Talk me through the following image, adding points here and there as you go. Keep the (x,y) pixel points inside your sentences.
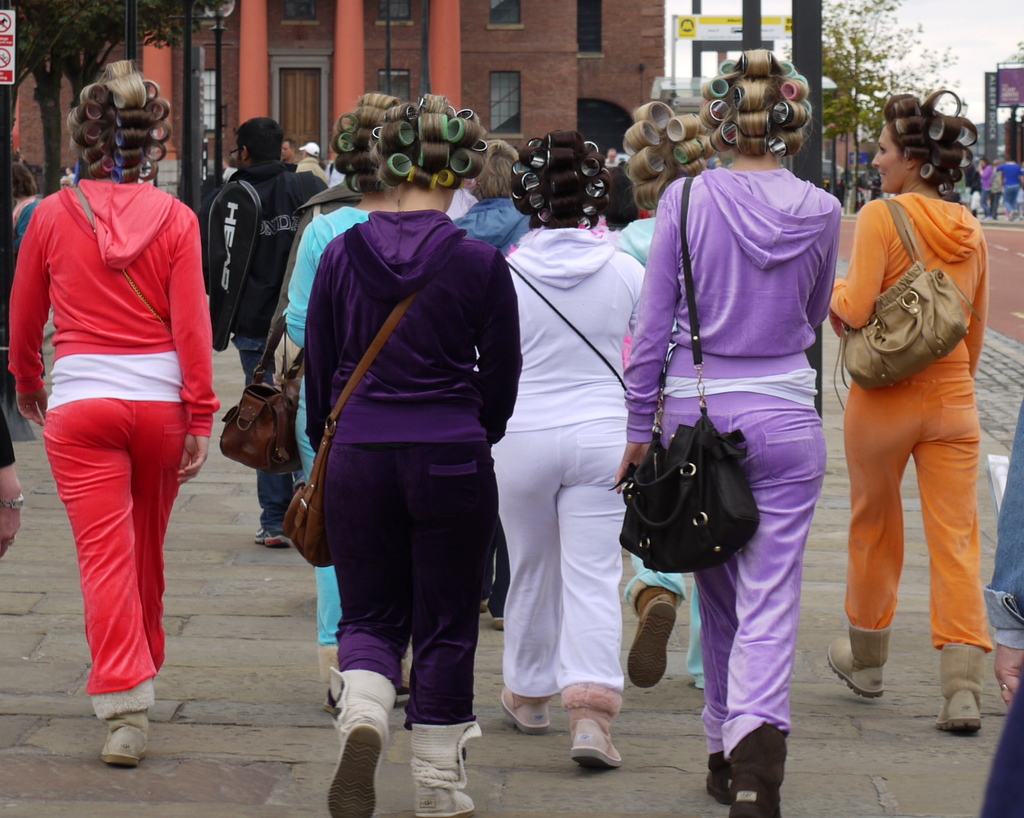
There is lot of girls (868,503) walking towards the building (557,53) wearing same type of costume (491,278) in different colors and handbags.
